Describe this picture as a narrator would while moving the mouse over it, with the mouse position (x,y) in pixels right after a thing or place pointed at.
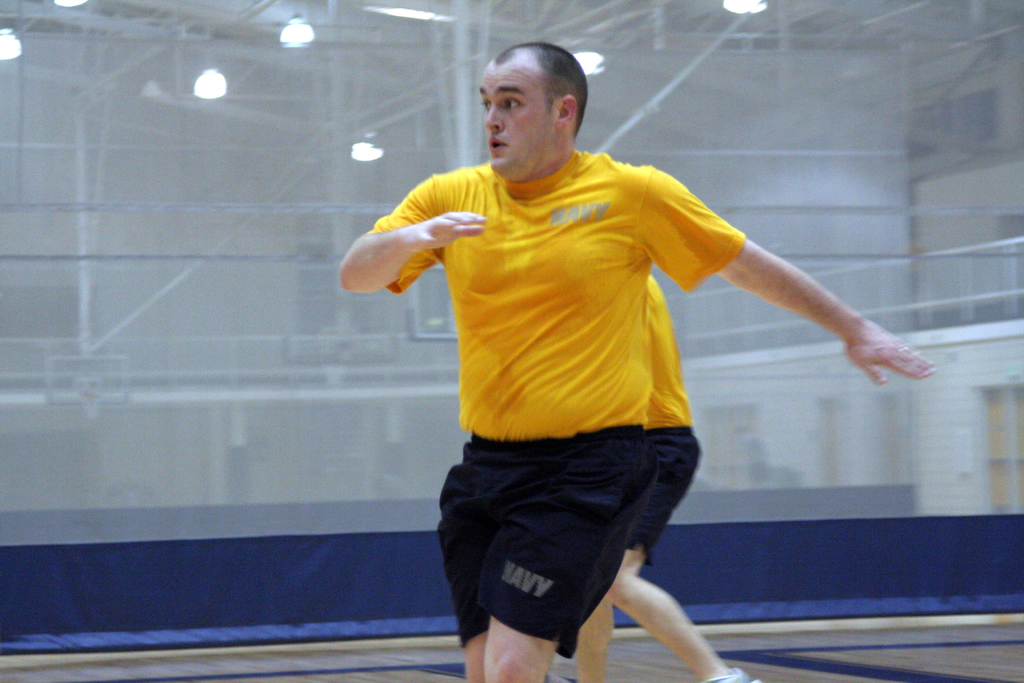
There are two persons (613,454) present in the middle of this image (539,379). We can see a curtain (800,382) in the background (722,171). We can see lights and poles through this curtain (678,108).
